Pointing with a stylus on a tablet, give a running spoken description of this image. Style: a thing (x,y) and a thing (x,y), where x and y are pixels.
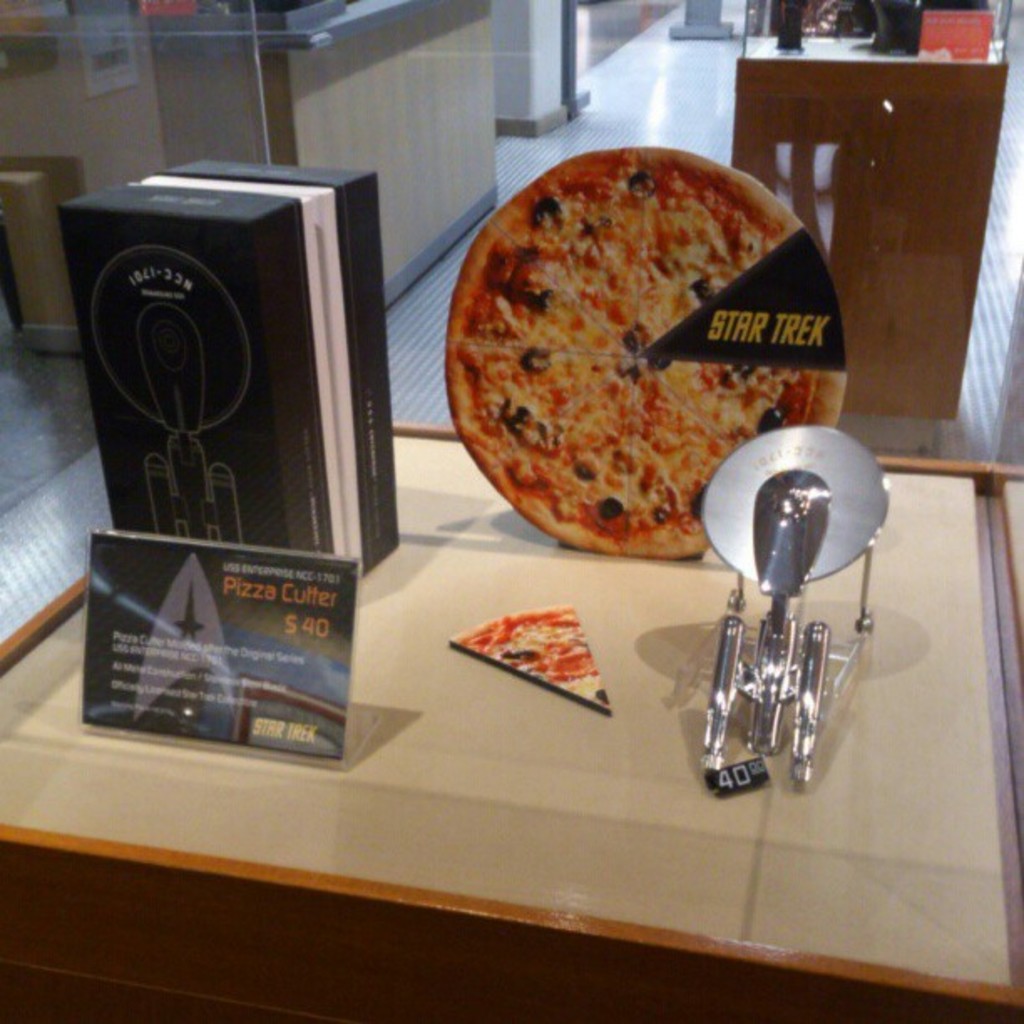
In this picture there is a desk (20,805) in the center of the image (388,553), on which there is a box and a pizza poster (672,296) on it, there is another table (815,119) at the top side of the image (873,90).
